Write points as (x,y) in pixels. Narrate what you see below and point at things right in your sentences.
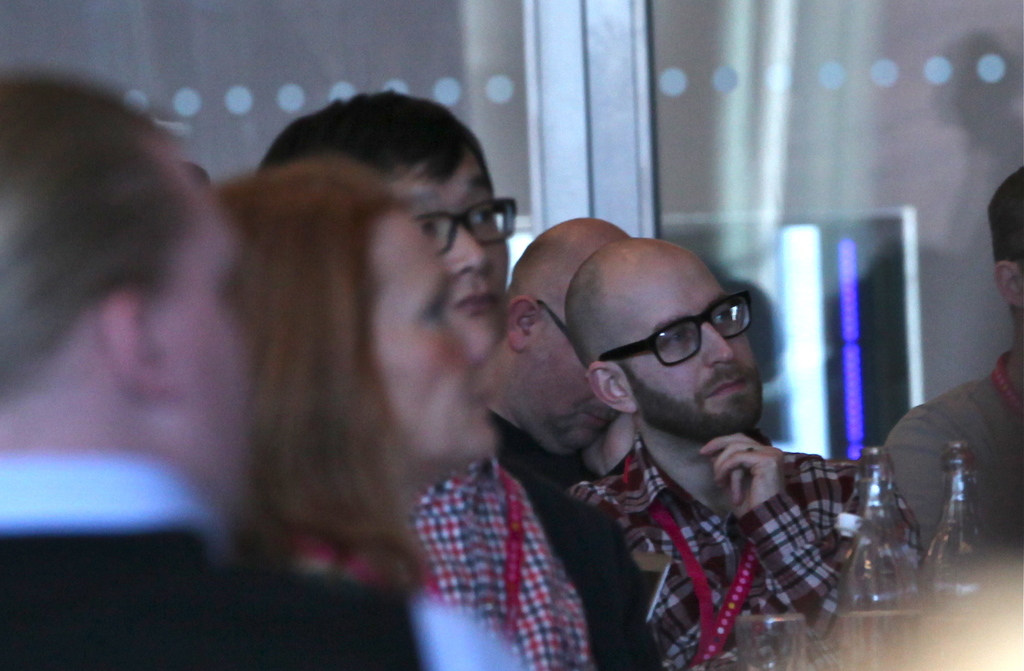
In this image there are people (458,146) in the foreground (639,327). There are bottles (952,450) and glasses (752,665) in the right corner (908,601). And there is a glass door (984,252) in the background (813,416).
